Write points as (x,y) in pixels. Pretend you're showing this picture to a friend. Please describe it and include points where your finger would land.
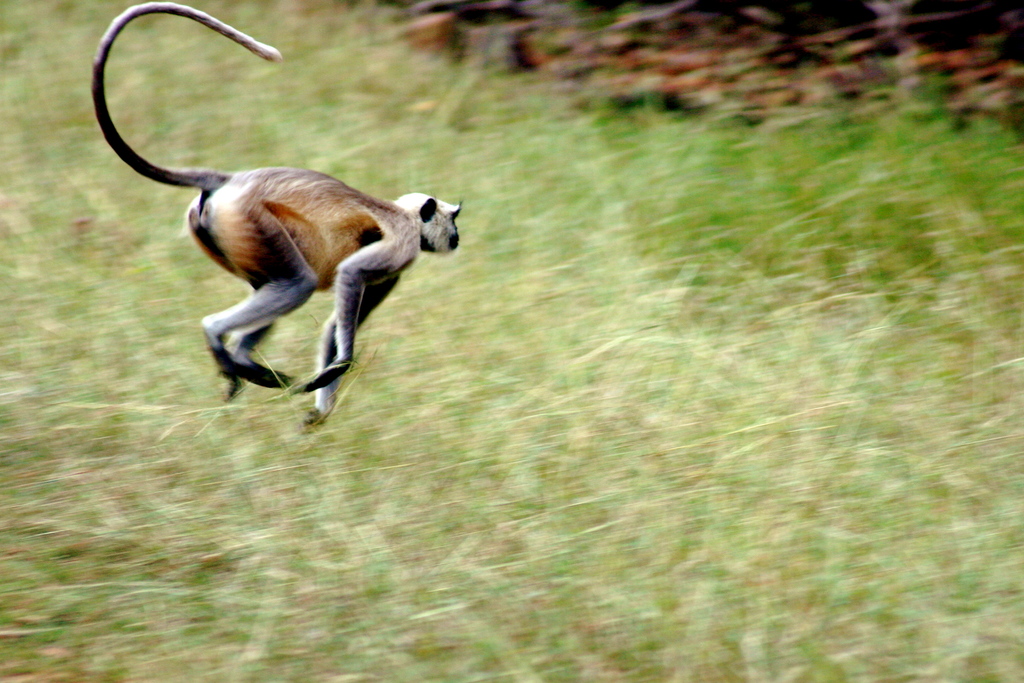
In this image in the front (522,486) there's grass (549,480) on the ground (400,313) and there is animal (318,247) running and the background (599,33) is blurry.
